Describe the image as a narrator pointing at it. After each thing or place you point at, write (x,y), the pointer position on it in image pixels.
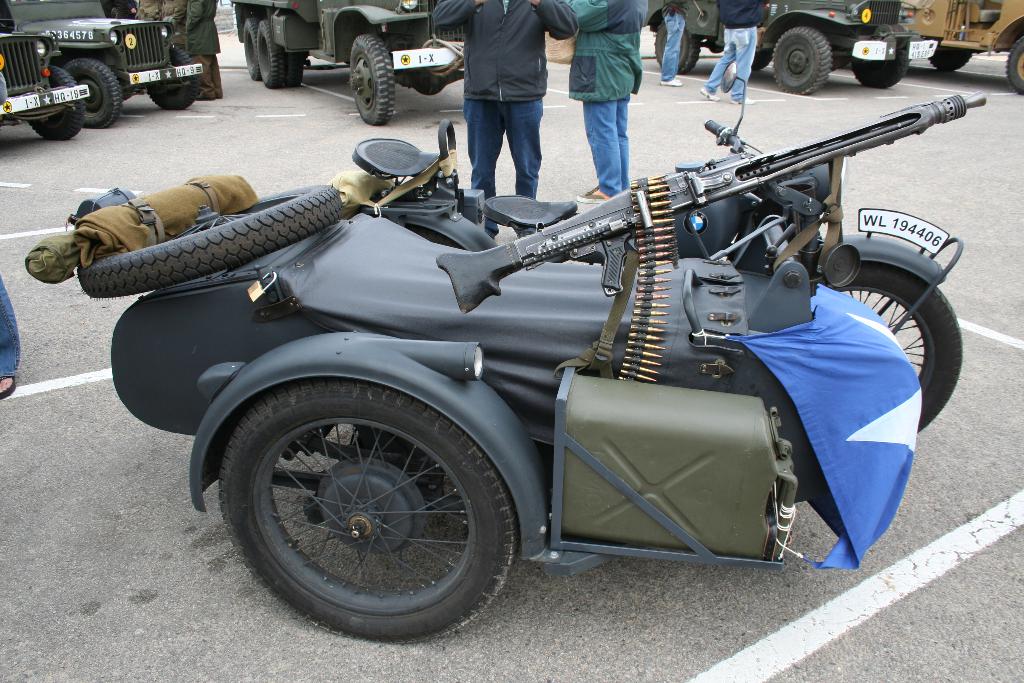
In this image I can see some vehicles (782,50) and some people (673,84) on the road (759,112).
